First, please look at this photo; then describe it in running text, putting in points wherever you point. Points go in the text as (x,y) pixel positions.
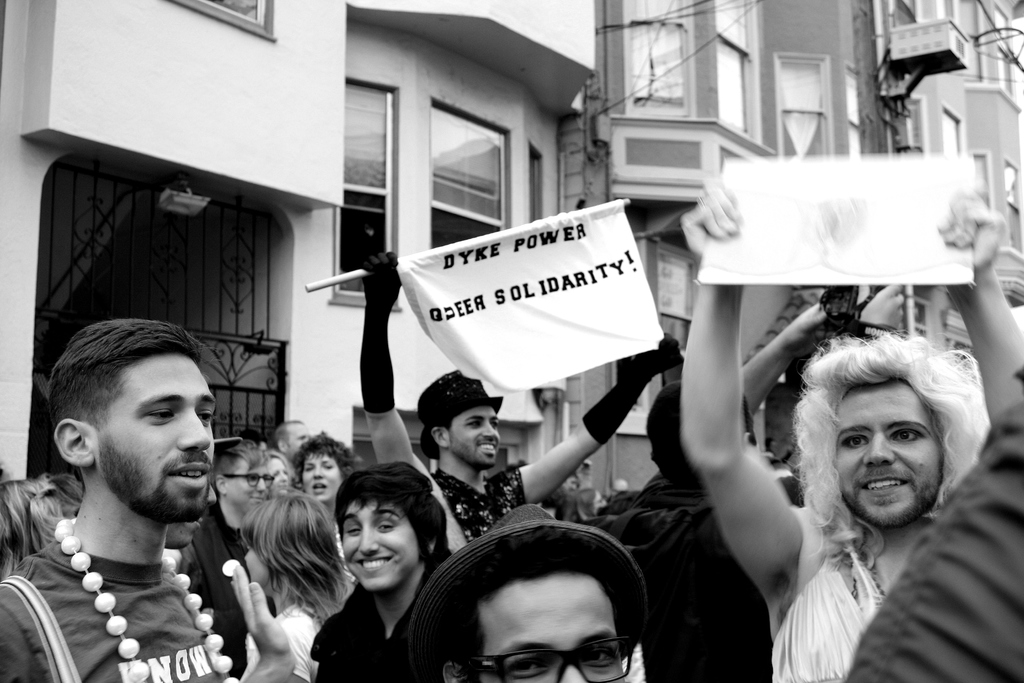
This is a black and white picture. On the left side of the picture (136,172) we can see buildings (407,90), windows (472,163) and a gate (107,263). We can see people (684,544) and few are holding banners (567,326).
